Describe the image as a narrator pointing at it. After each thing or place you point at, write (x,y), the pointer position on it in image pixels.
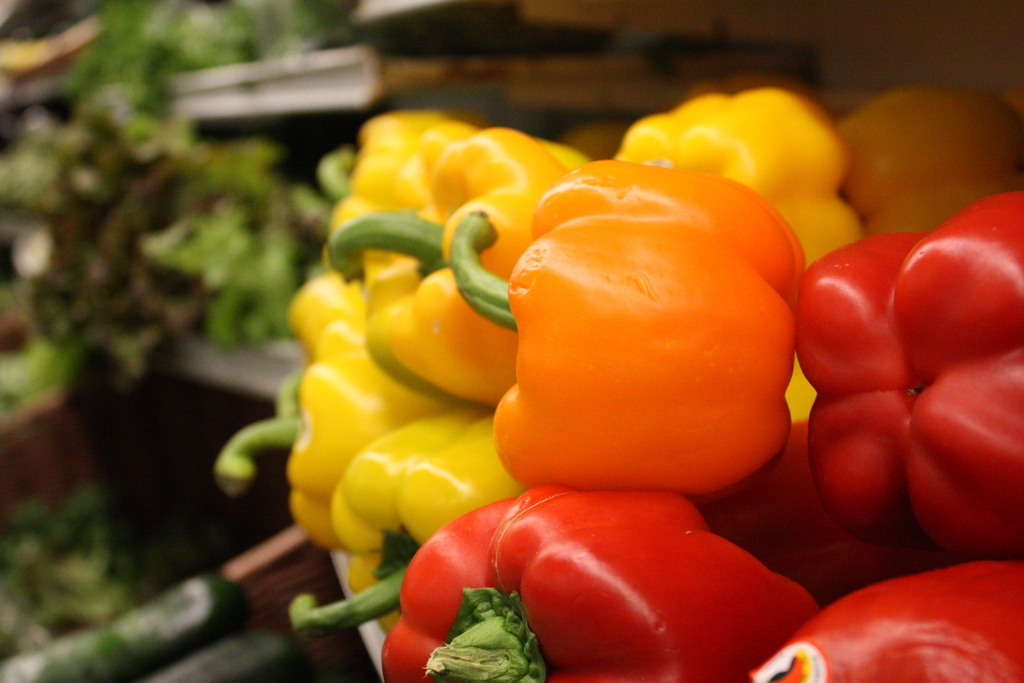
In the foreground of this picture (471,312), there are yellow, orange, red capsicums vegetables (591,437). In the background (286,211), there are leafy vegetables (122,225) on the table (476,71).
